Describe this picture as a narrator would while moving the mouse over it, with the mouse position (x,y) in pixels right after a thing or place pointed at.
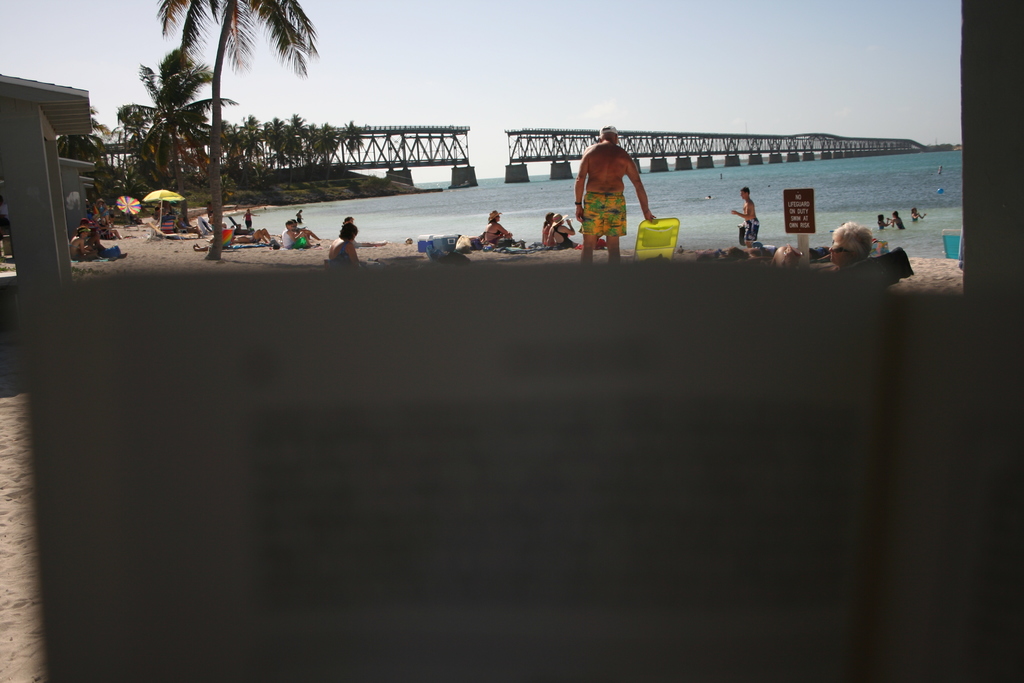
In this image we can see a few people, among them some are on the ground (583,257) and some people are in the water (764,214), there are some trees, umbrella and some other objects (800,194) on the ground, also we can see a bridge (535,138) and in the background (434,172) and the sky (414,172).
